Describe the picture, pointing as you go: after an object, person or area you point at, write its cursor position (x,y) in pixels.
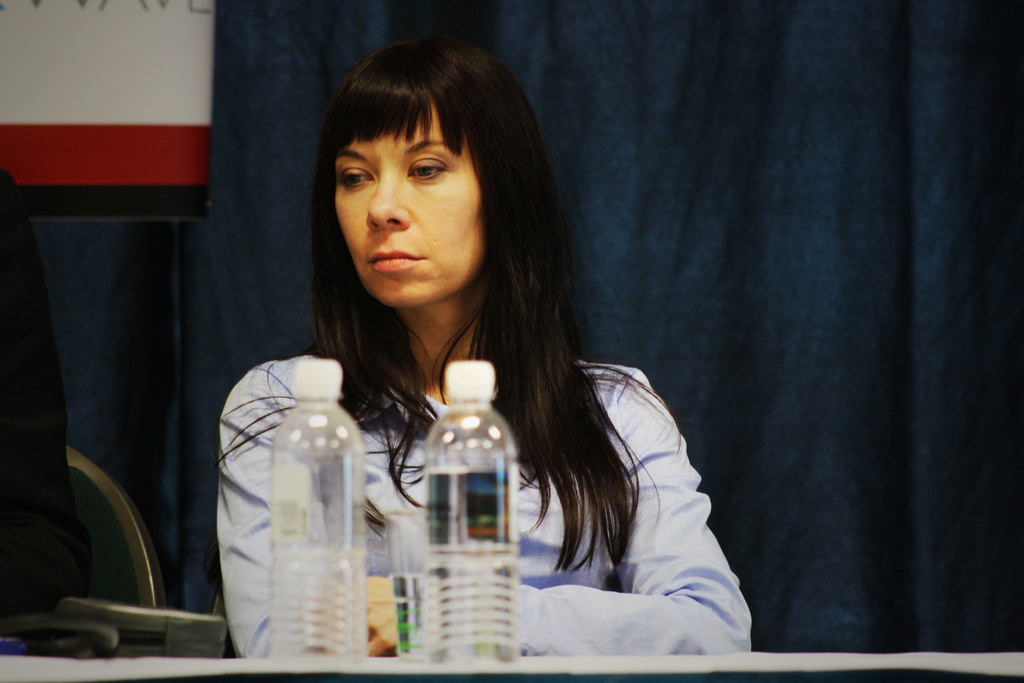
In this picture is a woman (638,589) sitting on chair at a table (159,666). On the table (184,665) the water bottles (316,592) and glasses (407,580). Behind her there is curtain (208,316) and wall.
